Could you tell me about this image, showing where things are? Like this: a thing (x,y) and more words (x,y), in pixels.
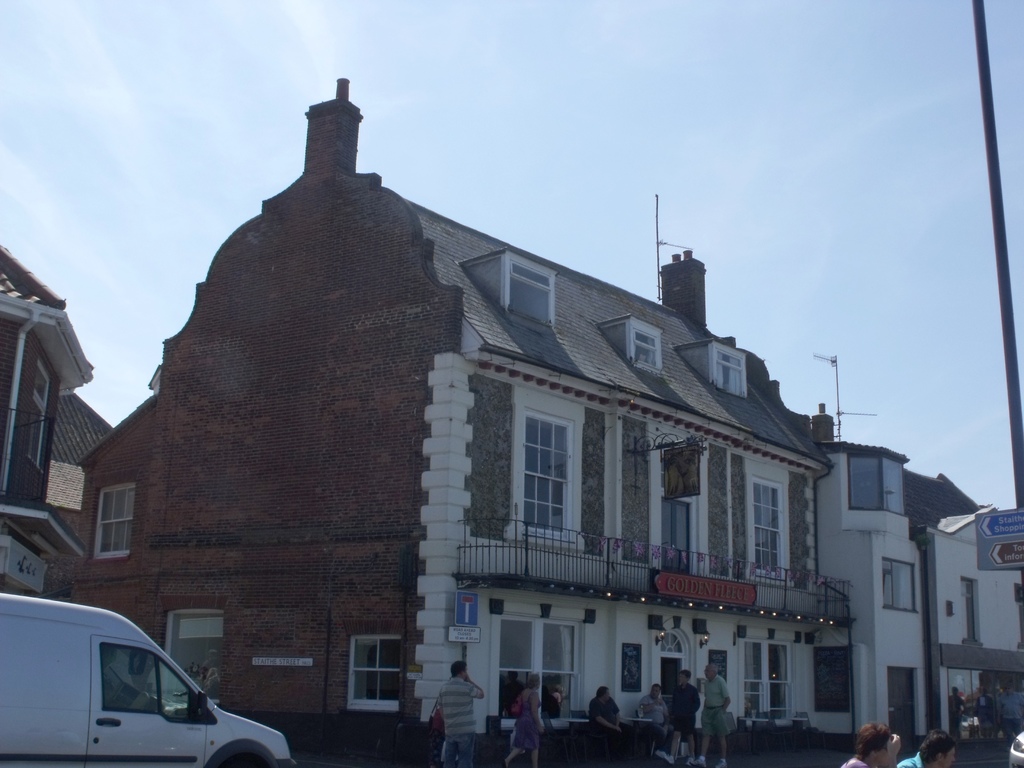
In this we can describe about brown color house (561,502) with windows (551,520) and balcony (780,590) in the front (507,697). In the bottom side (467,670) there are some persons (692,684) standing and discussing something. On the left side (109,671) can see a white color van (41,740).
